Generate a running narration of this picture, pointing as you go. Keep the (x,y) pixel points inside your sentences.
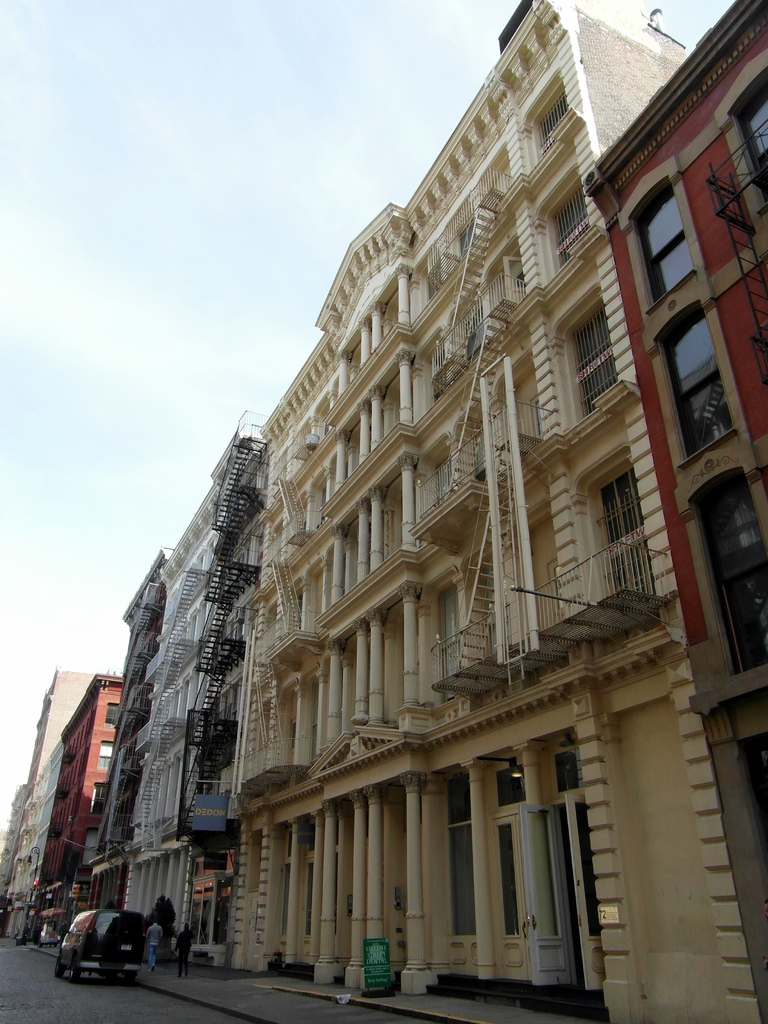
At the bottom (230,980) we can see car (102,958), road (93,1002), footpath (196,971), plants (163,937), people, board (371,981) and other objects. In the middle of the picture (423,659) there are buildings (67,774). At the top (254,111) there is sky (233,141).
